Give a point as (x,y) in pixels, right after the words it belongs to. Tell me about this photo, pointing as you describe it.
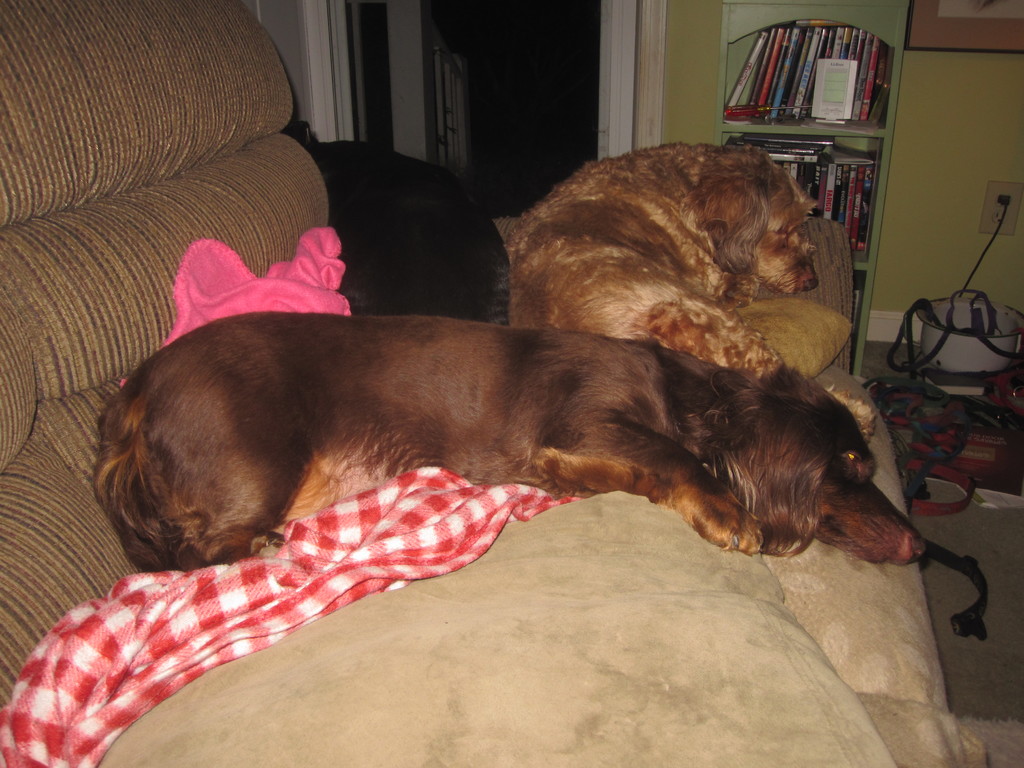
In the picture we can see a sofa (607,547) which is cream in color and on it we can see three dogs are sleeping, one is brown in color and one is gold in color and beside the sofa (50,99) we can see a door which is opened and beside it, we can see a rack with books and beside it we can see a bowl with wires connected to the switch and to the wall (952,180) we can see a photo frame (955,28).
